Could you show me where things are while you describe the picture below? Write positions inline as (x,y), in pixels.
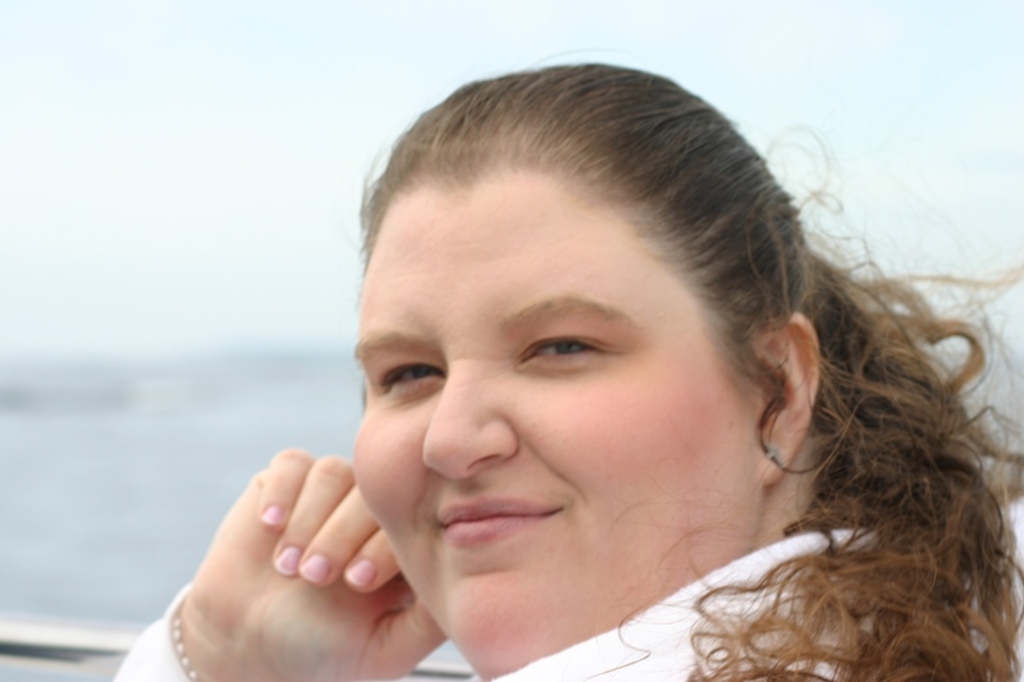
In this image I can see the person (455,515) with white color and the person (467,580) is smiling. And I can see the white background (34,223).
